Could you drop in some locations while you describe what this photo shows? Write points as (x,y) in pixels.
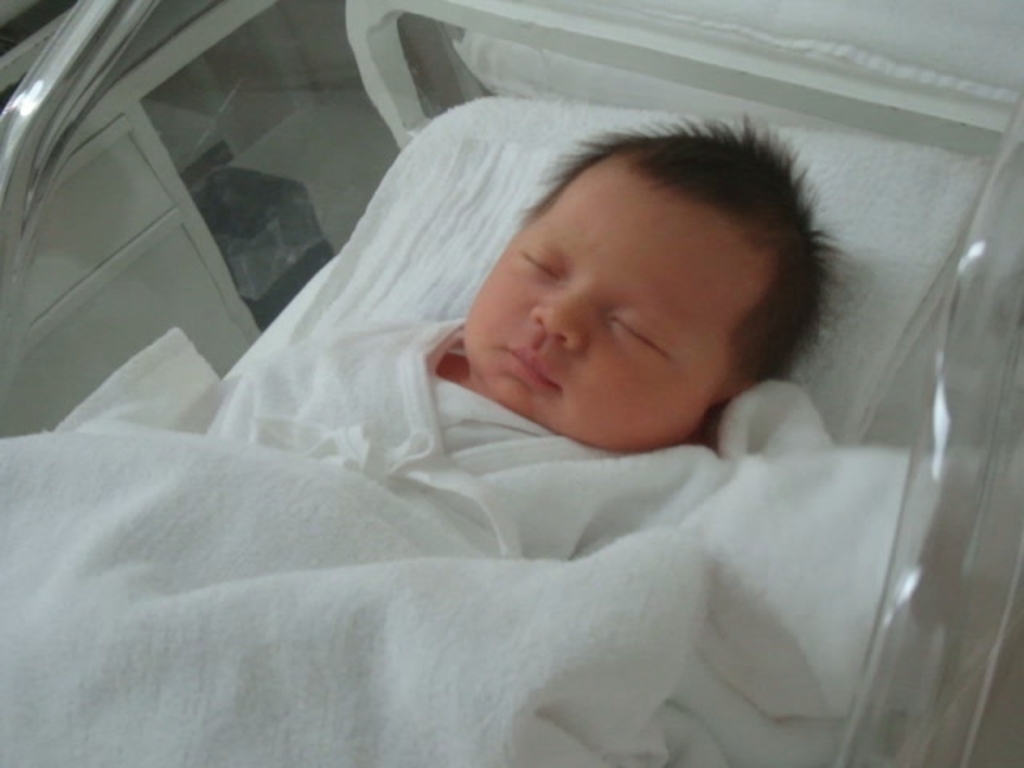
In this picture there is a small baby (720,299), it seems to be inside a cradle (424,4).
